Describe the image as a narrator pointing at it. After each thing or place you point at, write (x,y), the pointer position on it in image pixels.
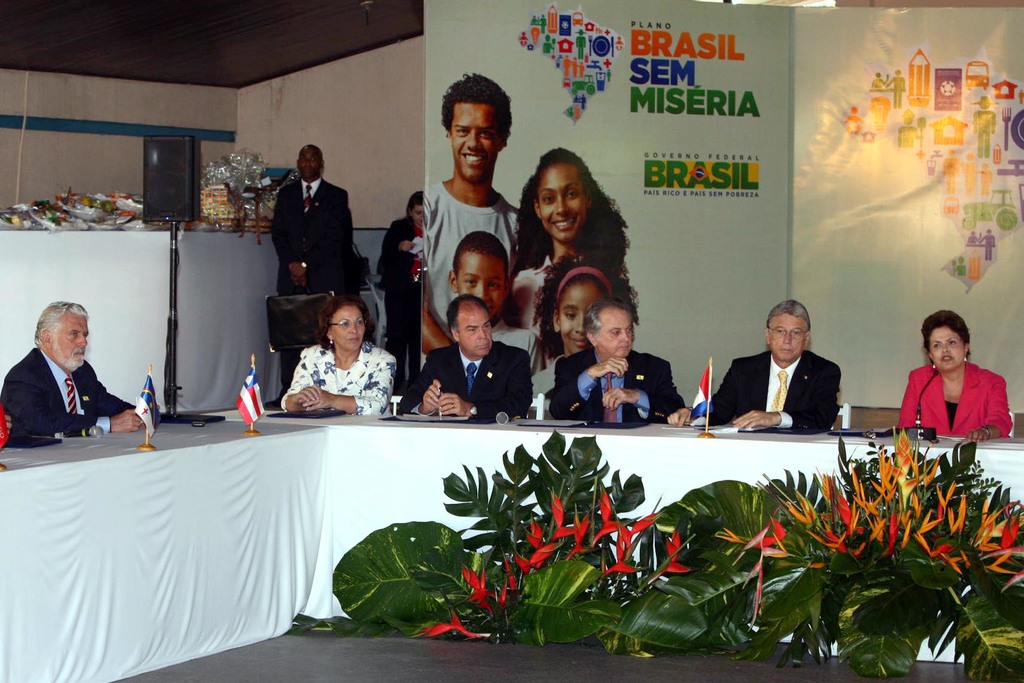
This picture consists of six persons (84,373) in front of the table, on the table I can see microphones (923,417) and flags (5,430), at the bottom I can see table (831,628), in front of the table (942,621) I can see leaves (703,501) and flowers (942,555) and in the middle (583,230) I can see a hoarding board (666,142), on the hoarding board (712,76) I can see a colorful text (745,103) and image of persons (523,213) and beside the board (464,225) I can see two persons (278,242) standing in front of the system (170,211) on the table (266,256) I can see some objects (40,222) at the top (263,95) I can see the wall (302,124).
